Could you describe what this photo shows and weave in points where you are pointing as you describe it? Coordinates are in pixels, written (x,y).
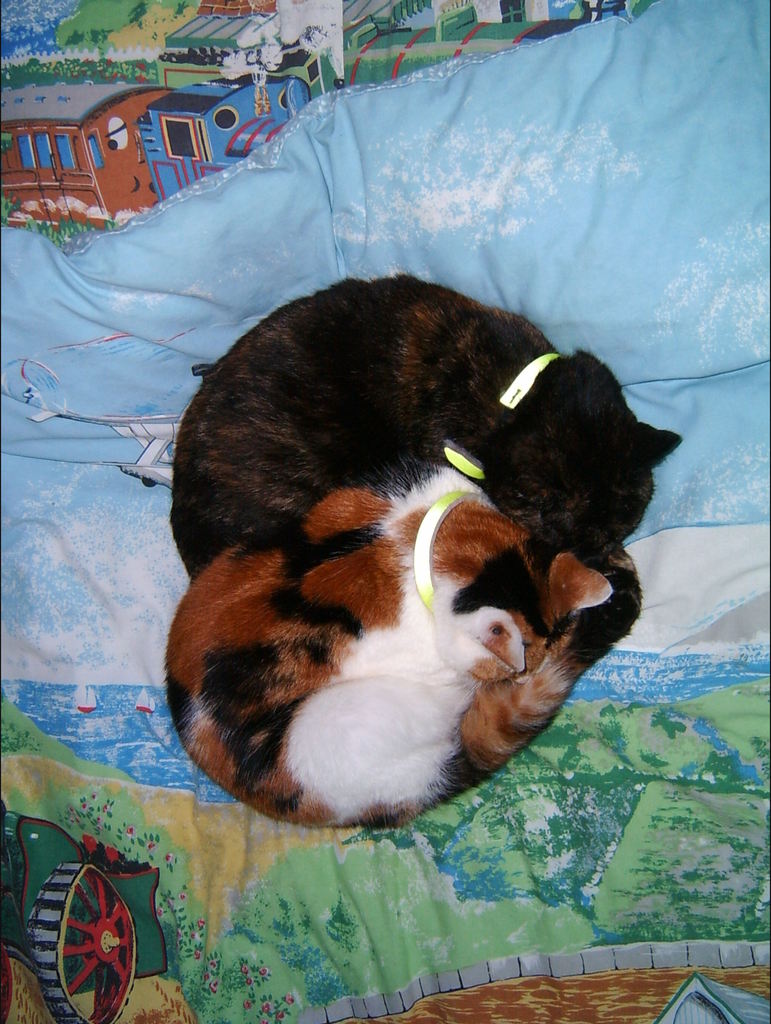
In this picture I can see two cats (474,768) on the blanket (269,272).
